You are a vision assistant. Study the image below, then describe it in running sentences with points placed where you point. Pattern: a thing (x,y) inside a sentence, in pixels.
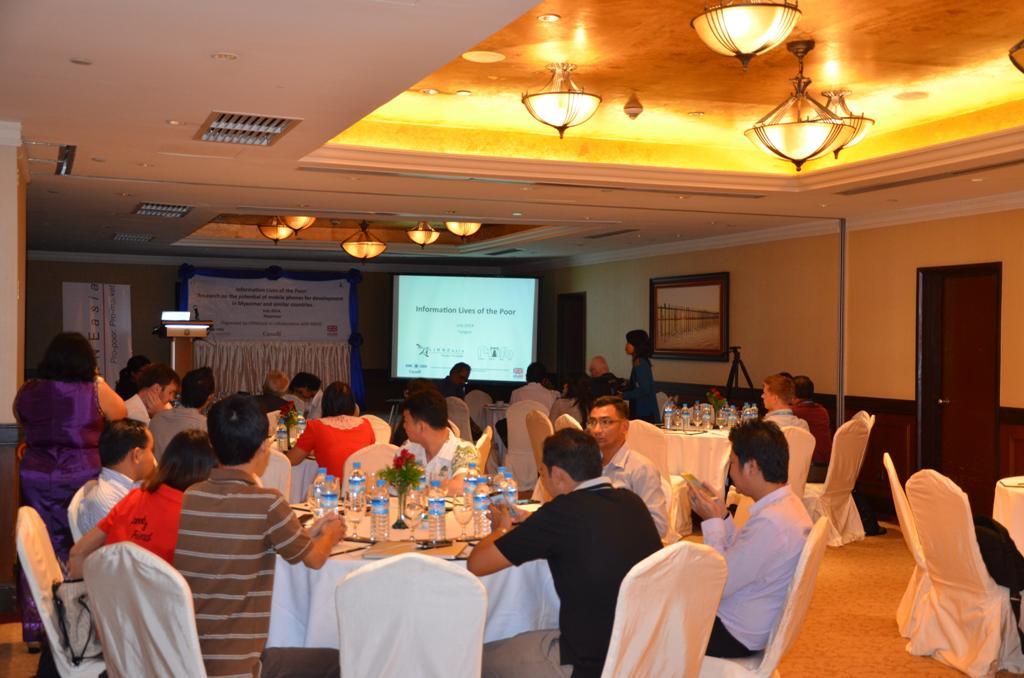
In this picture we can see a group of people (638,541) sitting on a chairs (400,570) there is a table (524,578) in front of them, there are some of the water bottles (357,492) on the table (390,496) and a flower (392,482). In the background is a person (638,346) standing and looking at the presentation (471,354) there is a digital screen (425,314) in the background (444,314) and some cloth (356,325) is there in the background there are some of the lamps (376,252) on the ceiling (355,225), on the right side of the picture (952,351) there is a door (961,357) and there is a wall (746,325) and one portrait (702,322) is there.
